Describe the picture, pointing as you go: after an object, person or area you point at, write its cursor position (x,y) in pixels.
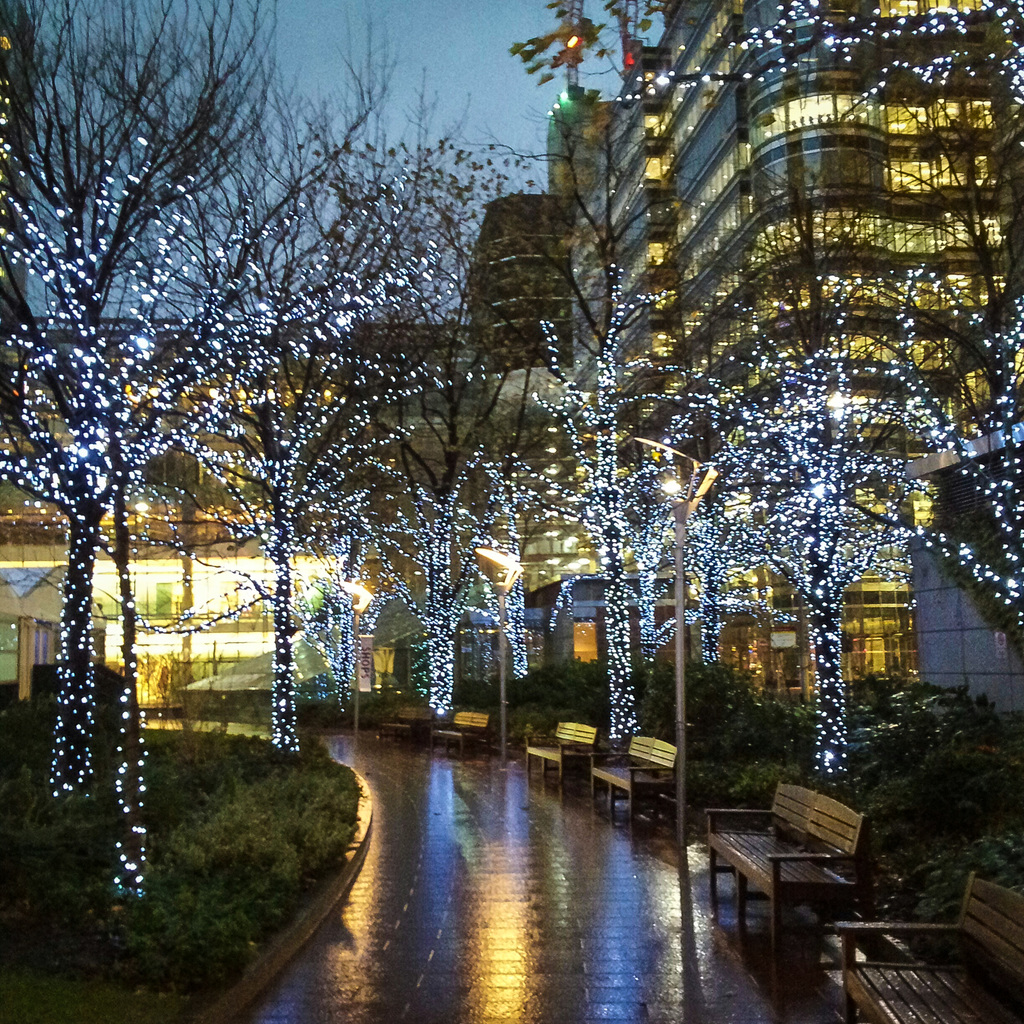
There are few wooden benches (600,773) in the right corner (918,1013) and there are trees (631,546) decorated with lights (134,538) on either sides of it and there are buildings (556,295) in the background (499,303).
